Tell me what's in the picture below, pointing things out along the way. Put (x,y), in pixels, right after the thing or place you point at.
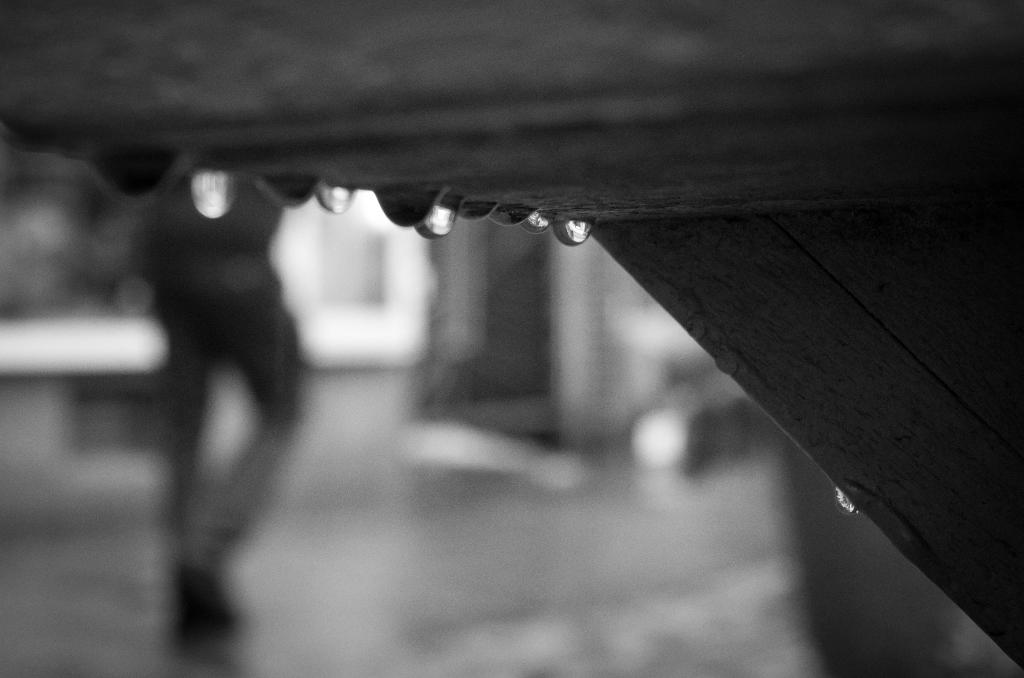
This looks like a black and white image. I can see the water drops (571,232). This looks like a wooden object (736,323). In the background (269,376), I think there is a person (193,323) standing.
